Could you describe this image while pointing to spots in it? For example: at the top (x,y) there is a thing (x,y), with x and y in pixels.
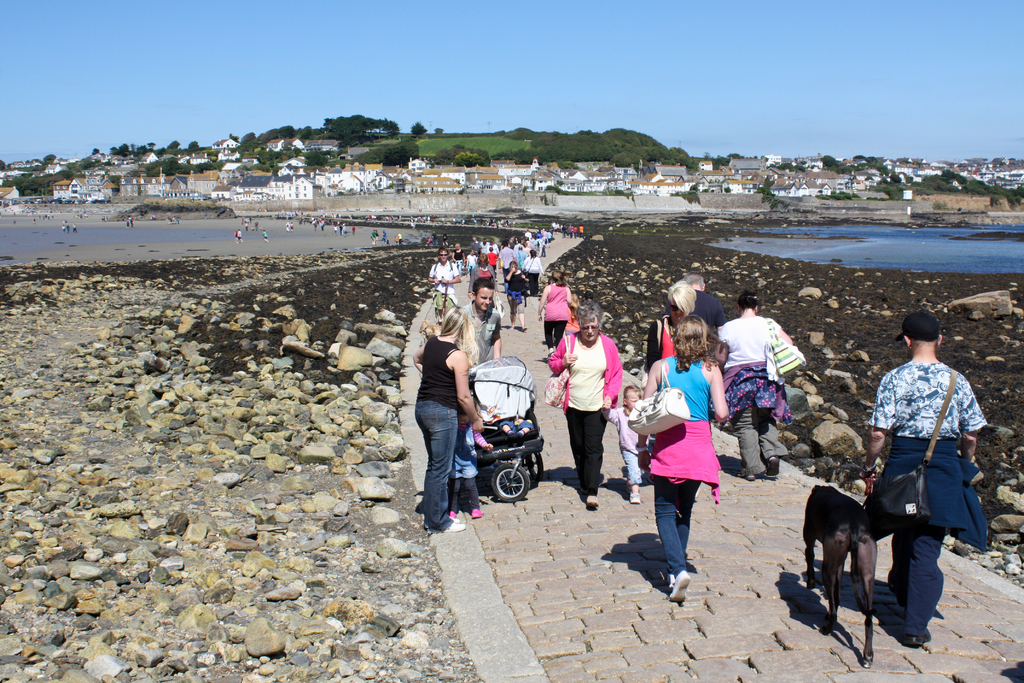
In the picture we can see many people (923,337) are walking on the pathway (736,479) and on the both sides of the path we can see stones (285,403) and water surface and in the background (64,170), we can see many houses (71,196), buildings (71,196), and a hill (428,157) covered with grass surface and trees (647,164) and behind it we can see the sky (82,77).
